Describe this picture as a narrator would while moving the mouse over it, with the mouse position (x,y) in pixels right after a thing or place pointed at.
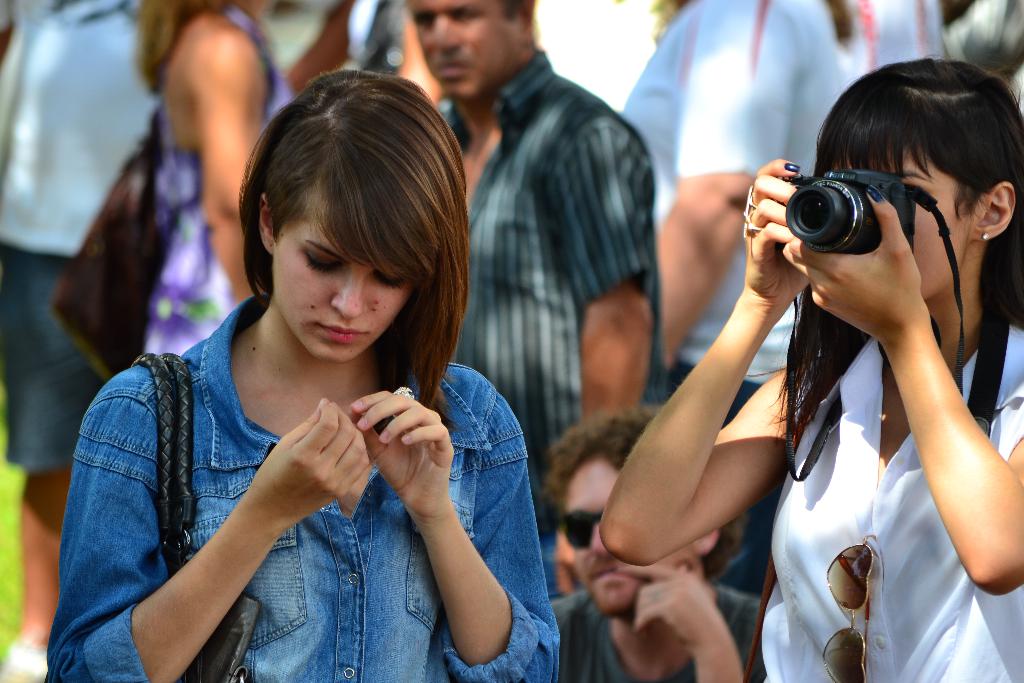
In the image we can see there are people (919,160) who are standing and there is a woman (936,254) who is holding camera (850,244) in her hand (826,299).
